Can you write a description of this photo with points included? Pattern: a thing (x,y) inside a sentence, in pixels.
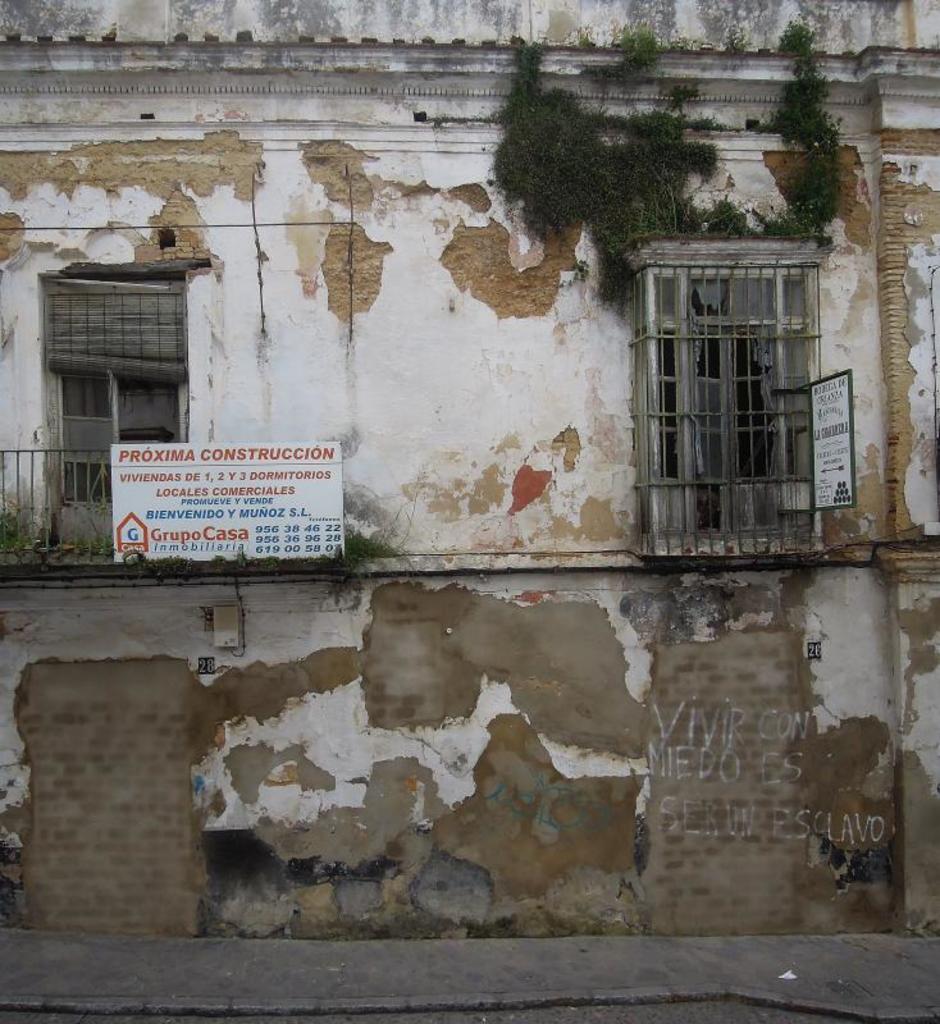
In this image we can see one building (173,113). And we can see two windows (758,350) on the top (774,317). And one board (132,536) is there on which the text (273,547) is written. And below we can see ground (221,964). And on the bottom of the wall (686,851) text (677,726) is written.
